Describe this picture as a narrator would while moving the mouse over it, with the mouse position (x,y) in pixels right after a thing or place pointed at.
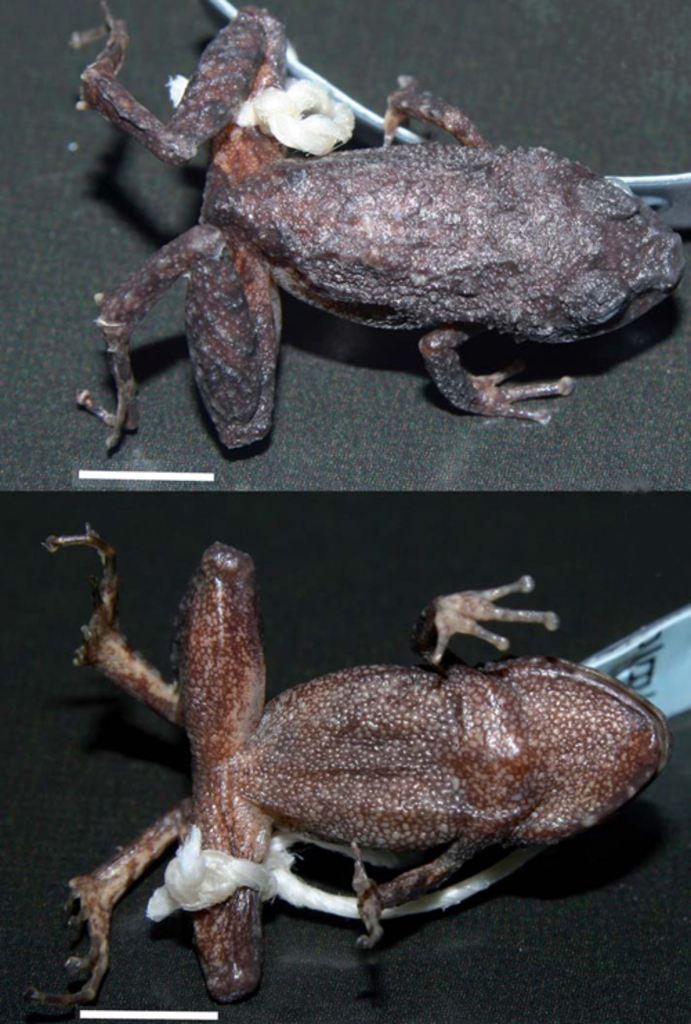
In this image we can see a collage picture of frogs (426,163).
